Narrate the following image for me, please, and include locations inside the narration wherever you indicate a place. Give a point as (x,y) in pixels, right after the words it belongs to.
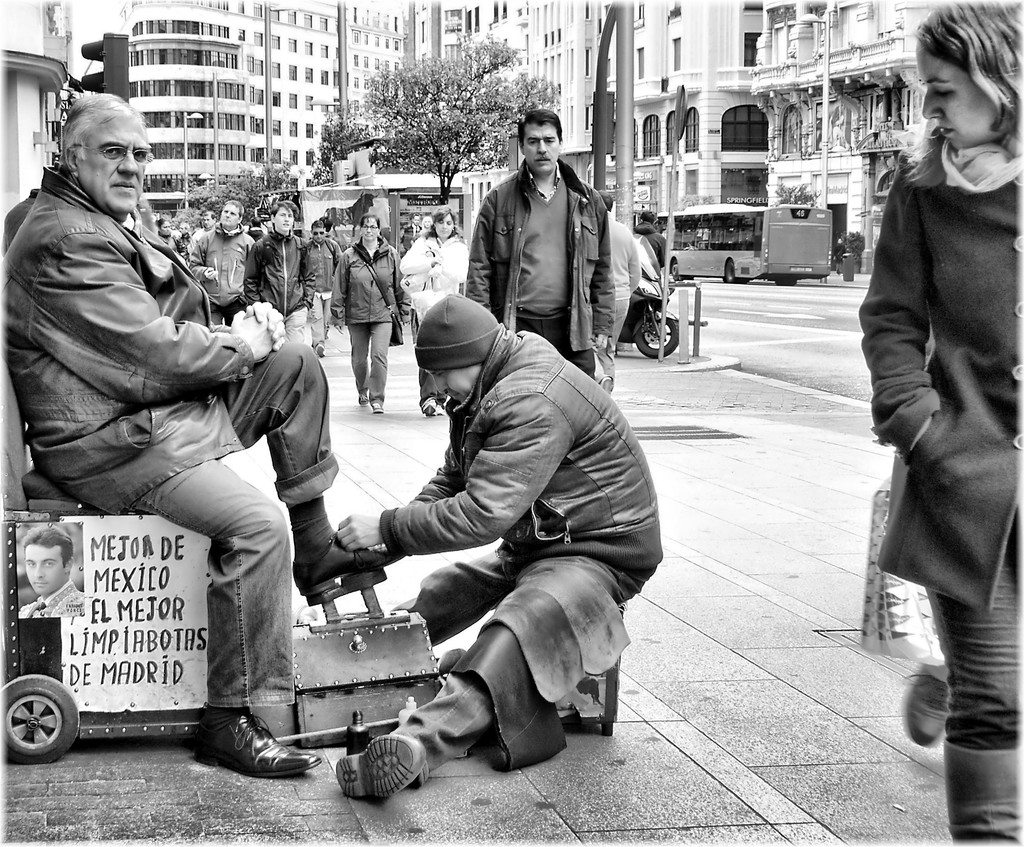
In this image there are persons (506,455) sitting in the center (445,512). In the background (310,241) there are persons (279,236) walking, there are buildings (729,131), trees (419,130), poles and on the right side (746,245) there is a bus (769,241) and there is a bike (656,291). In the center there is some text (137,624) written on the object (136,602).
